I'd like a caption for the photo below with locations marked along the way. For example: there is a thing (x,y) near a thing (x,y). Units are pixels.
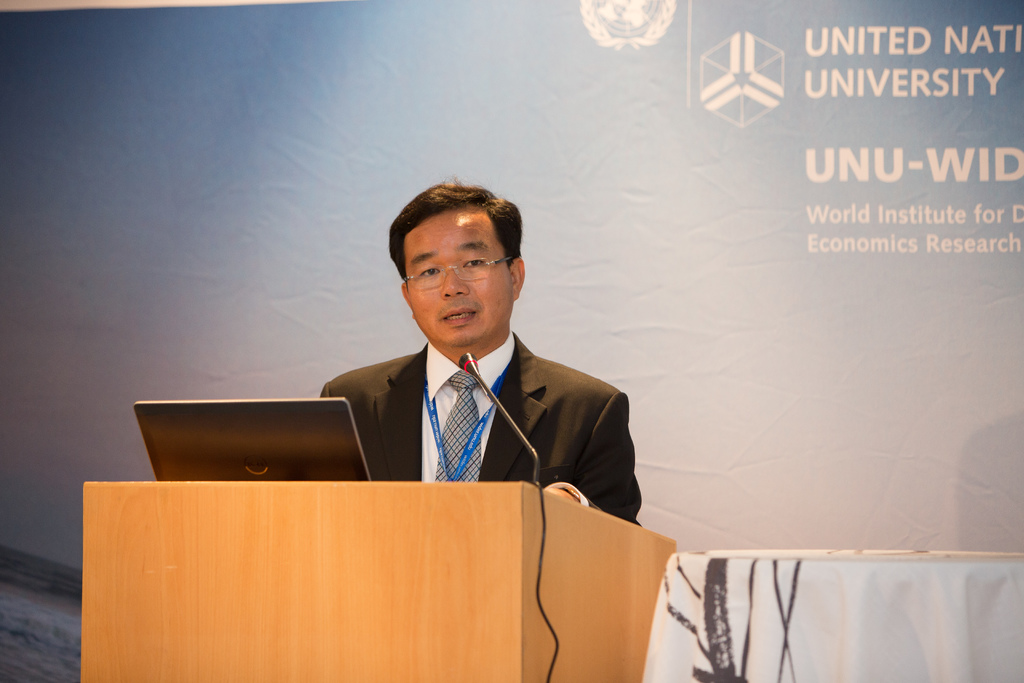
In the center of the image (437,341) there is a person's (592,438) standing at the desk (529,485). On the desk (540,515) we can see laptop (307,437) and mic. In the background (367,155) there is an advertisement (881,266).
